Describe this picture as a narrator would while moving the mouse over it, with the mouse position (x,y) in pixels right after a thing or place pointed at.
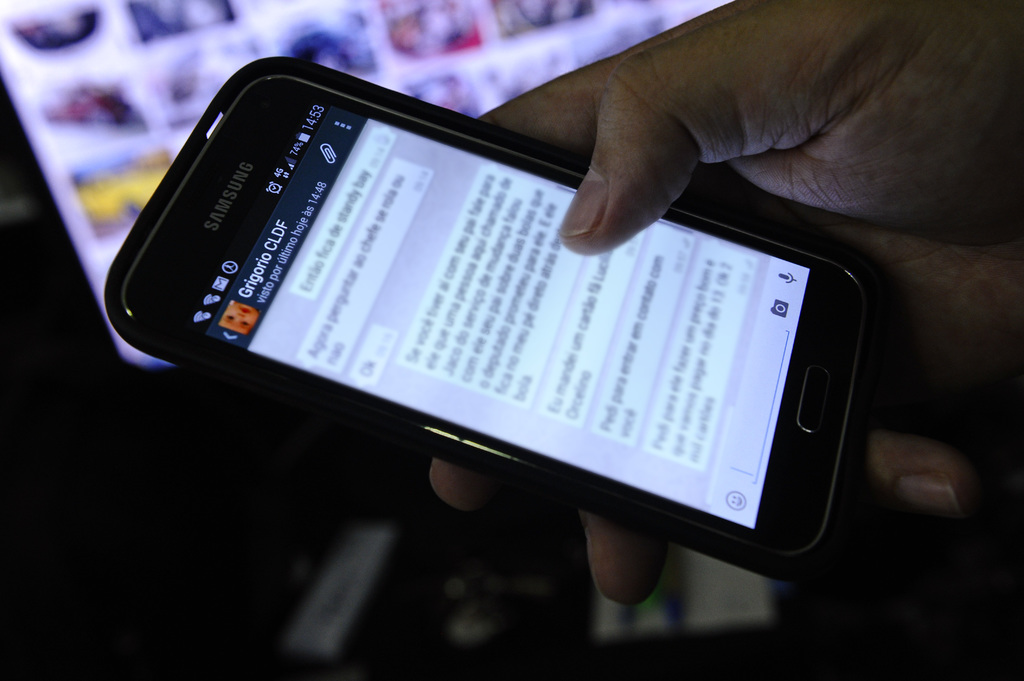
In this image in the foreground (595,208) there is one person (544,126) who is holding a mobile phone (306,299), and in the background (202,81) there is a computer (75,190) and some objects (712,579).
